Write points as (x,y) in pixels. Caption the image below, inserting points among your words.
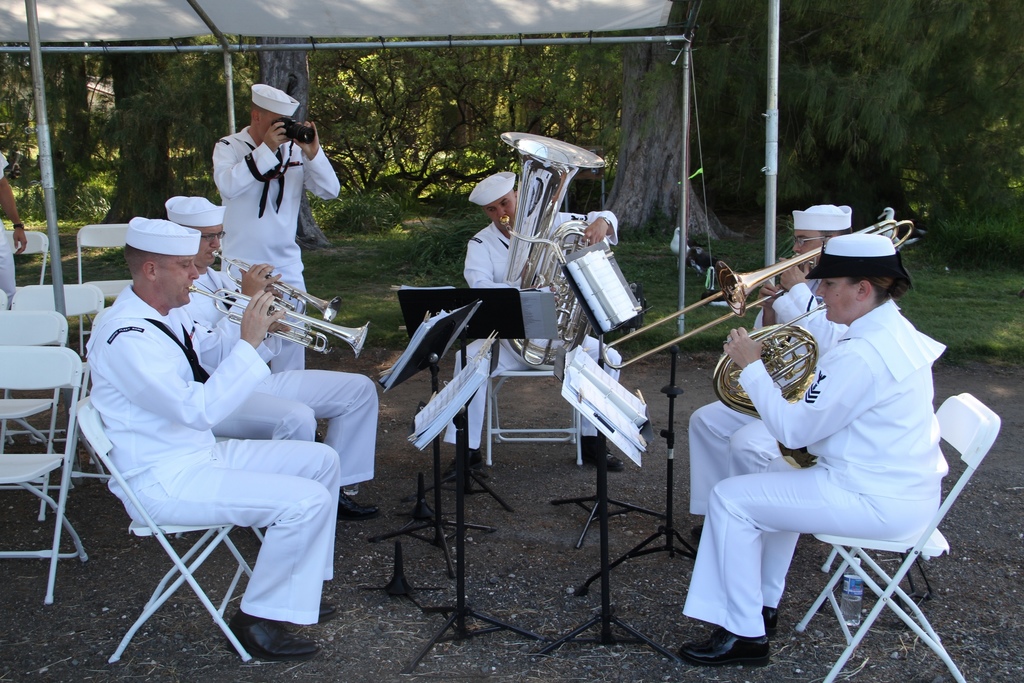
On the left side (180,344), there are two persons (167,317) in white colored dresses (142,366), sitting on chairs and playing musical instruments (228,306). Above them, there is a white color tent (49,9). On the right side (832,437), there are another two persons (873,298) playing musical instruments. In front of them, there are documents (583,363) attached to the stands (674,398). In the background (619,116), there are other persons (262,177). One of them is sitting and other one is standing and capturing a photo, there is a hand (5,194) of a person (6,178), there are trees (958,74), plants (17,190) and grass (747,253) on the ground (956,264).
